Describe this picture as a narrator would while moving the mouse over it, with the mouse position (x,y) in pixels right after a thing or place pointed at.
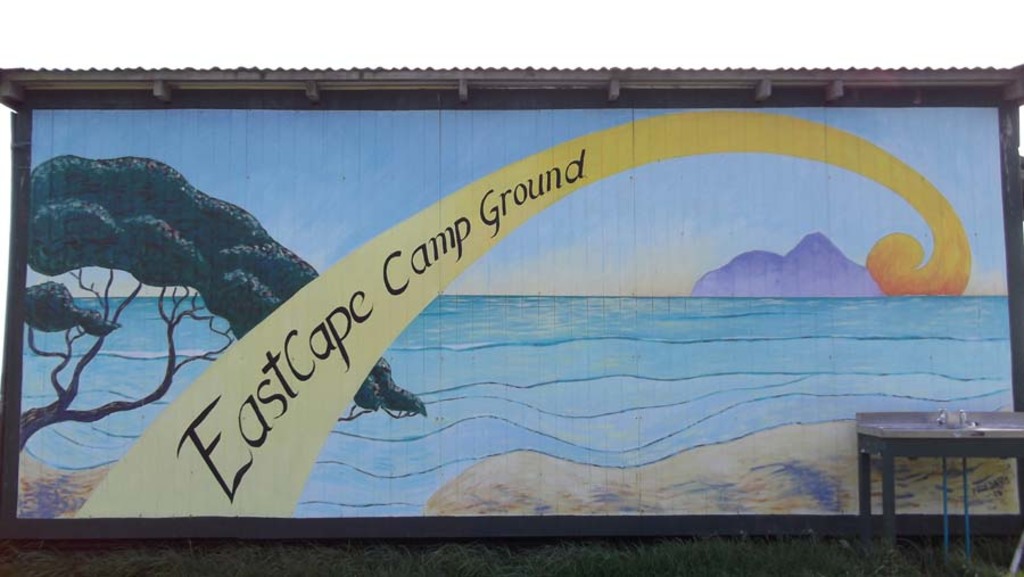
Here in this picture we can see a painting (471,170) present on a wall (792,498) and on the right side (950,455) we can see a table (868,449) present on the ground (892,547), which is fully covered with grass (31,552).
